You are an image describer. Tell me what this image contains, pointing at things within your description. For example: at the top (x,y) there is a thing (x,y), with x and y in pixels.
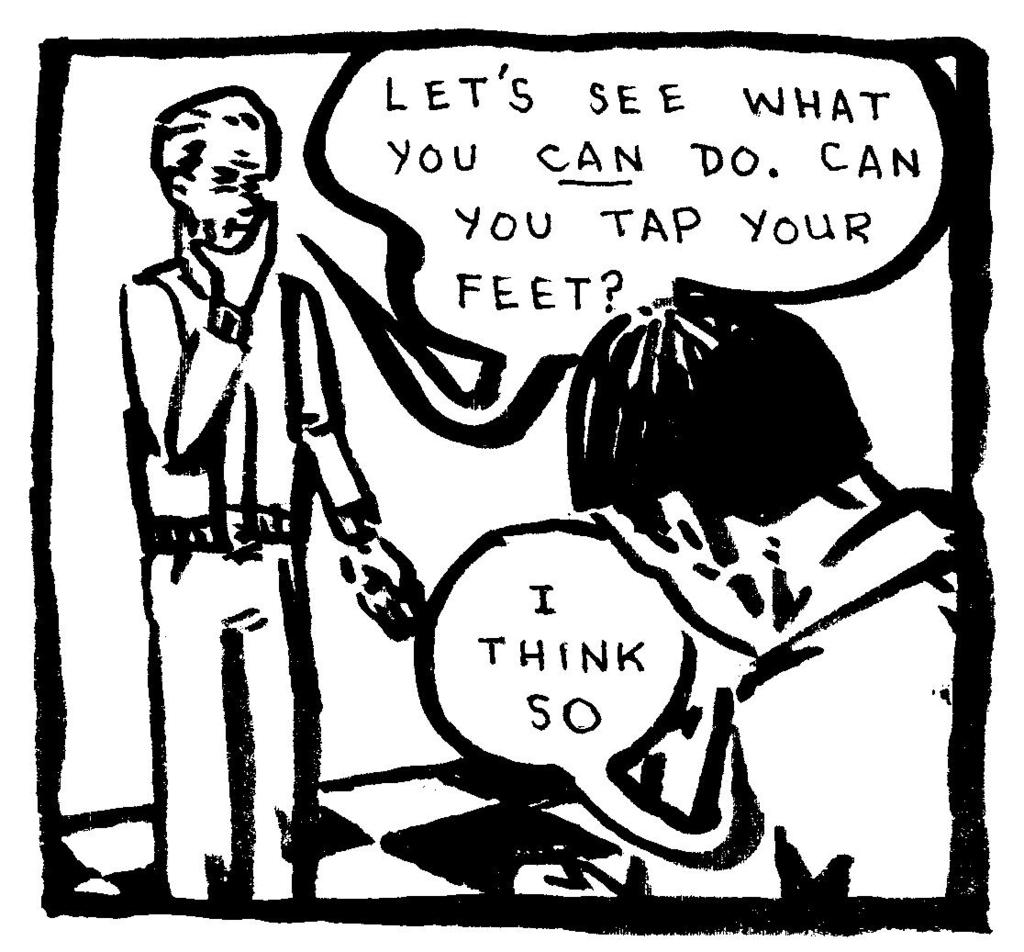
In the picture I can see the image of a person (240,330) standing and there is something written beside him and there is another person (794,558) in the right corner (795,567) and there is something written beside him.
